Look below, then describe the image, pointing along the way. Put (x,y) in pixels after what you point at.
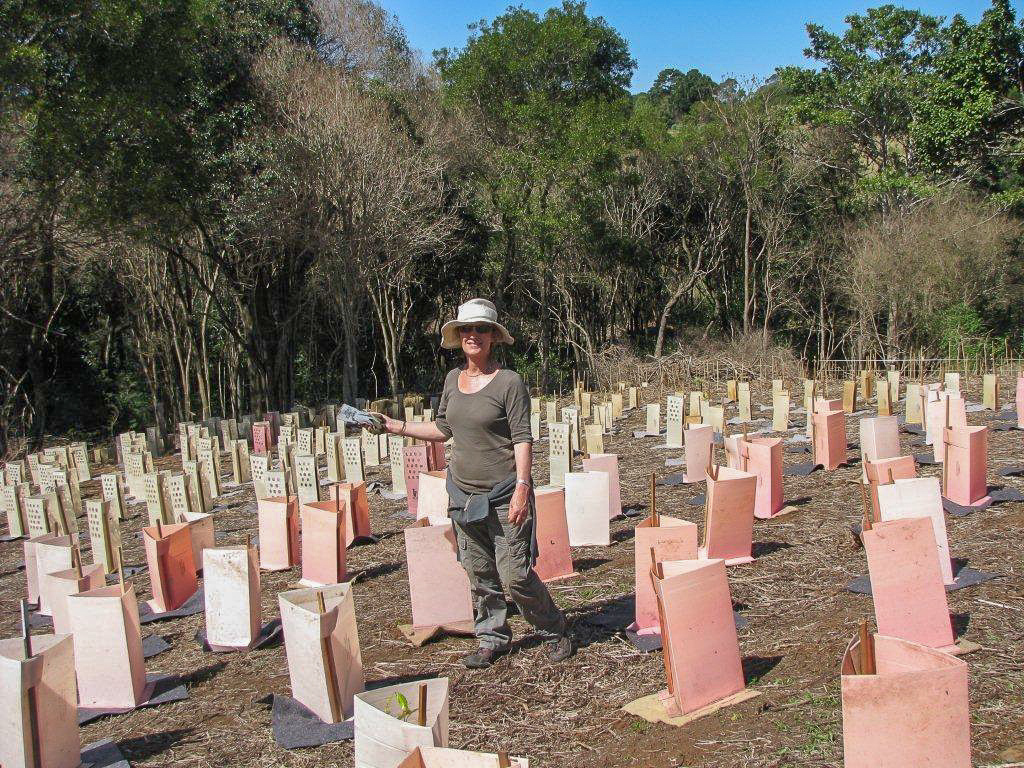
At the bottom of this image (421,716), there is a plant (412,705) having a fence (391,727) on a ground (412,645) on which there are other fences (447,616), a woman (494,603) and grass (361,596). In the background (966,156), there are trees (696,190), plants (958,202) and there are no clouds in the sky (474,18).
